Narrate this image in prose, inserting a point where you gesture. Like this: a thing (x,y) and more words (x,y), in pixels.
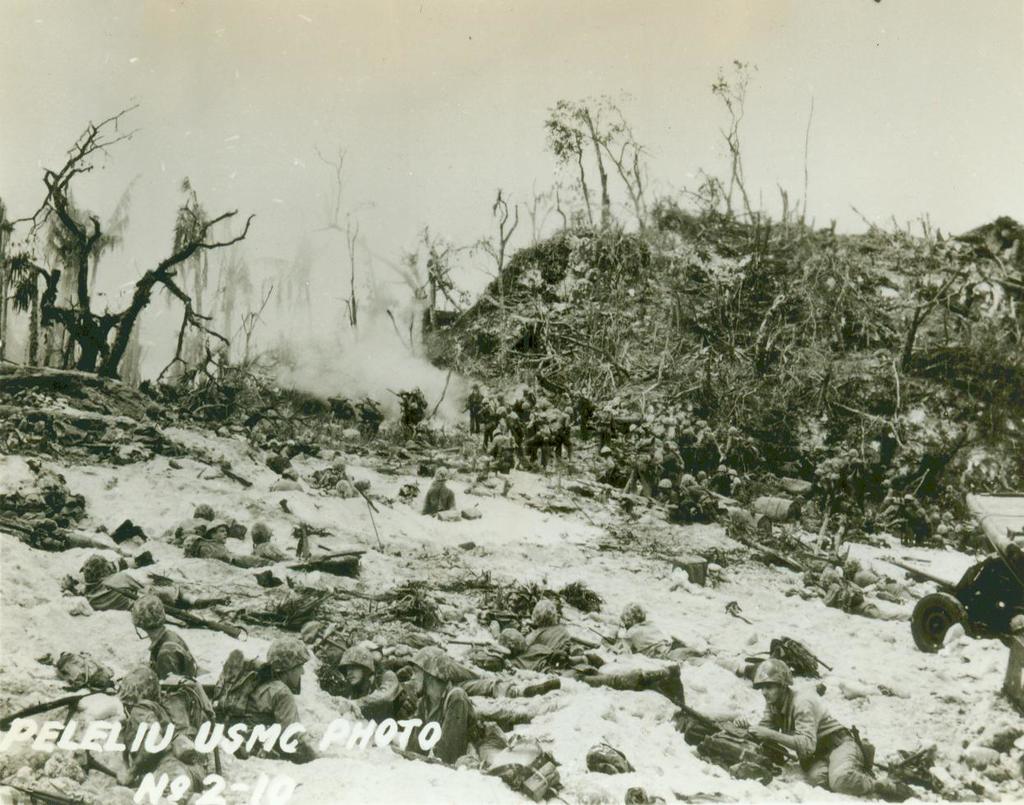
This is black and white picture, we can see people (1013,650), bottom left of the image (88,748) we can see text (86,735). Background (105,326) we can see trees (97,338) and sky (623,25).
